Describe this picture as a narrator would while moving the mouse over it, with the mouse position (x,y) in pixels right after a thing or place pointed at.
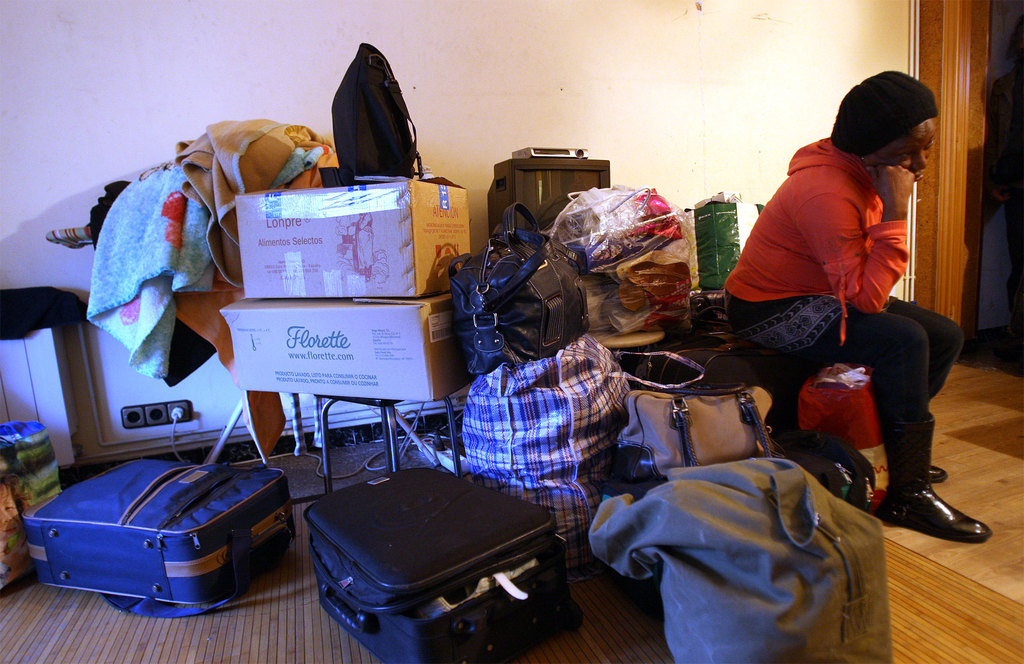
There are group of luggage bags (506,510) placed on the floor (273,634) and two card board boxes (339,303). I can see some blankets (187,206). This looks like a socket (185,411) where a cable (174,417) is attached. I can see a woman (764,344) sitting on one of the luggage bag (734,365). This looks like a television (576,186).
